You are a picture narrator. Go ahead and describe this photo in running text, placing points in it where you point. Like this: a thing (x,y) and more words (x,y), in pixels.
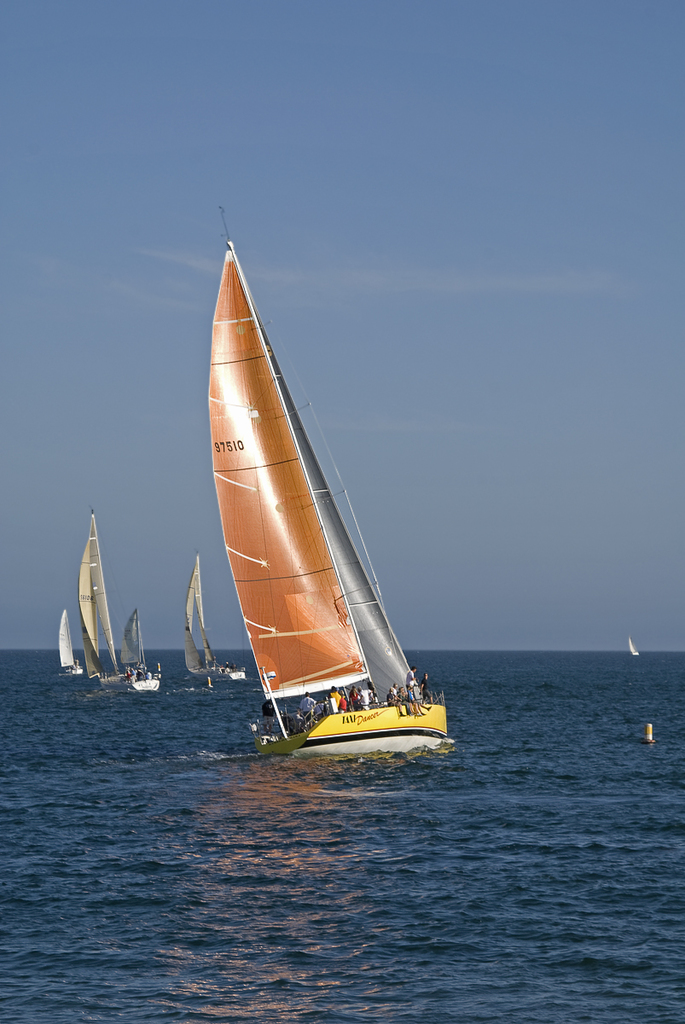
In this image we can see there are boats (400,674) on the water (191,697) and there are people (345,705) sitting on the boats (349,697).
